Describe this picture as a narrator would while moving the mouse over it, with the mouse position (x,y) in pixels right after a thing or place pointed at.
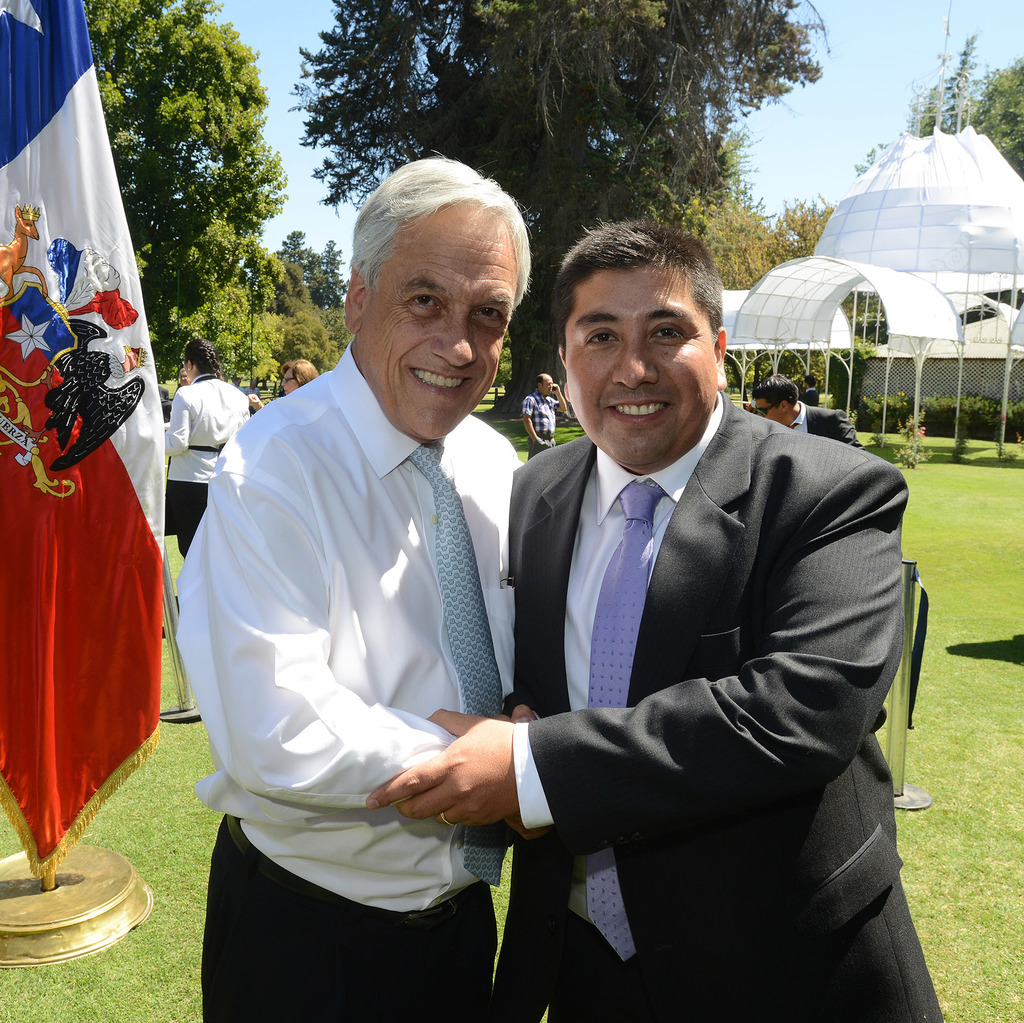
In this image, we can see a group of people (571,909). Here two people (588,595) are standing and smiling. Left side of the image (131,588), we can see a flag (93,759), stand (46,904). Background (1018,504) there are so many trees (585,39), shed (816,349), plants (872,428), grass (957,521), pole (906,662), fencing (942,380). Top of the image (844,161), there is a sky (840,107).
